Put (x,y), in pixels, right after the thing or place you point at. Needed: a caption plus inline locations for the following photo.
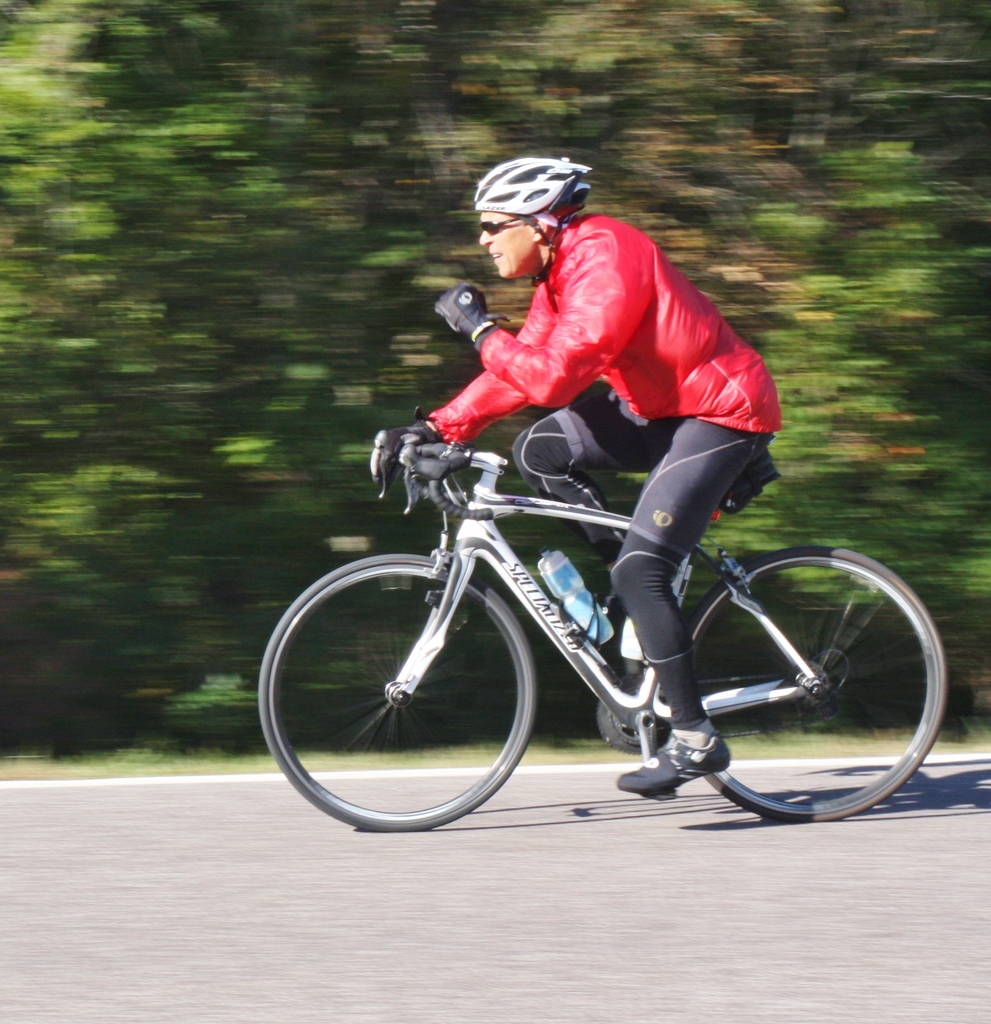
In this image I can see a person (608,370) wearing white colored helmet (557,208), red colored jacket (626,332) and black color pant (644,540) is riding a bicycle (521,586) which is white and black in color on the road (554,852). In the background (263,499) I can see few trees (283,241).
